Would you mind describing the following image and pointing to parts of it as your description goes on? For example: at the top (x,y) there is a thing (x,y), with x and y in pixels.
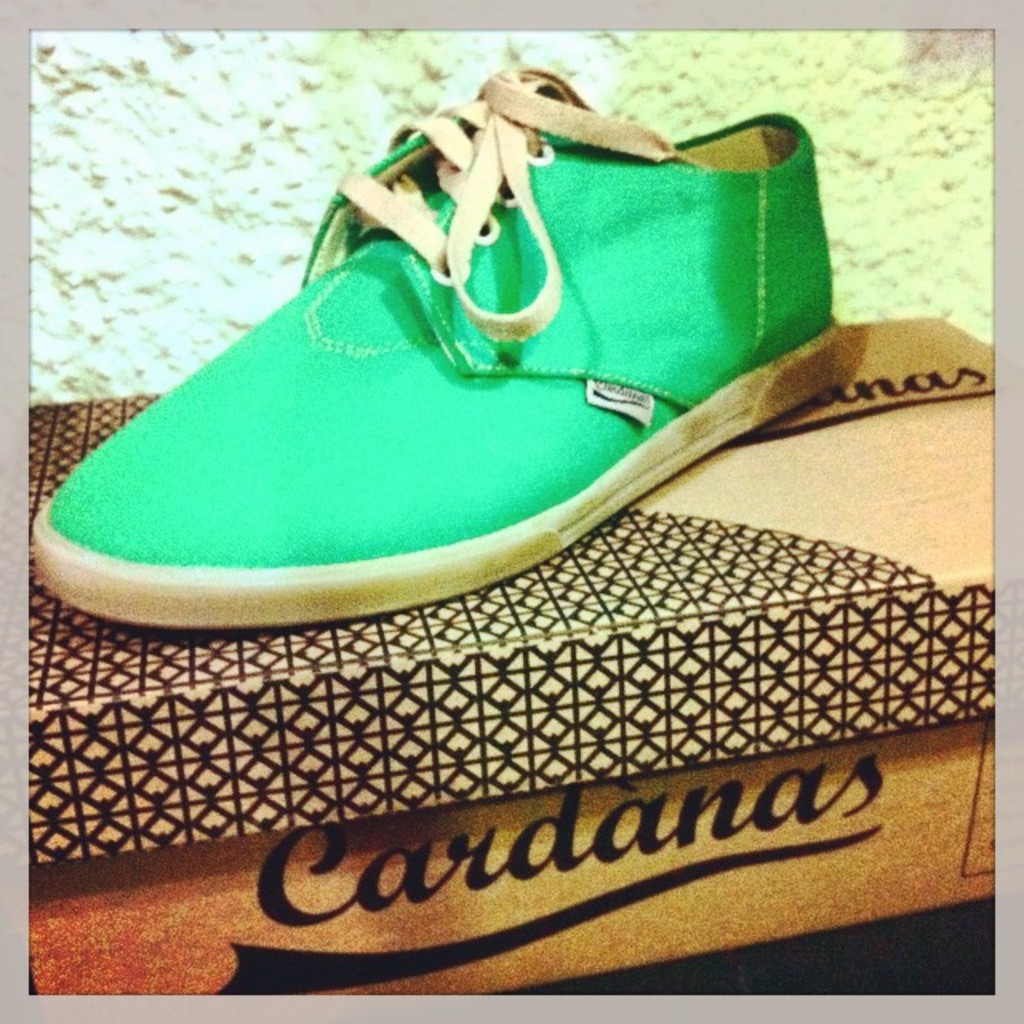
This is an edited image. I can see a shoe (397,568) on a cardboard box (515,612). There is a blurred background (898,177).
